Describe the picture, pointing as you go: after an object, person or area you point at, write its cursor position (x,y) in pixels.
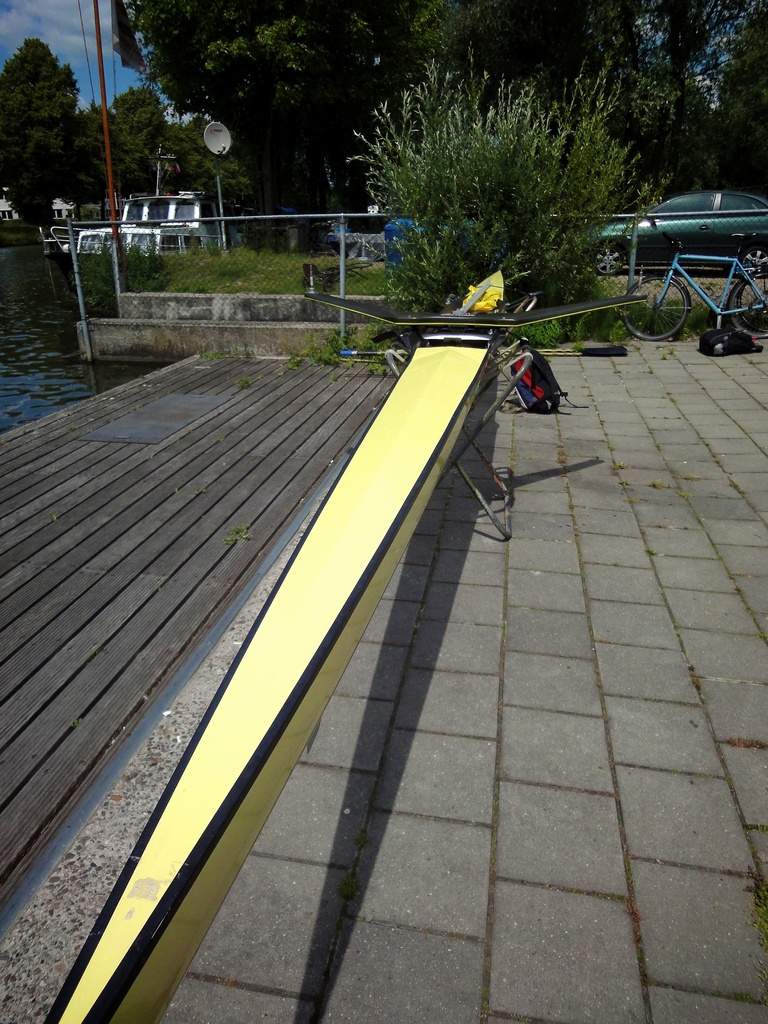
In the center of the image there is a yellow color object (133,1006) on the path (533,456). There is a bicycle (731,271). There is a car (707,251). There is a bag (540,355). In the background of the image (407,214) there are trees (333,20). To the left side of the image (12,282) there is water (34,299). There is a boat (86,240).
